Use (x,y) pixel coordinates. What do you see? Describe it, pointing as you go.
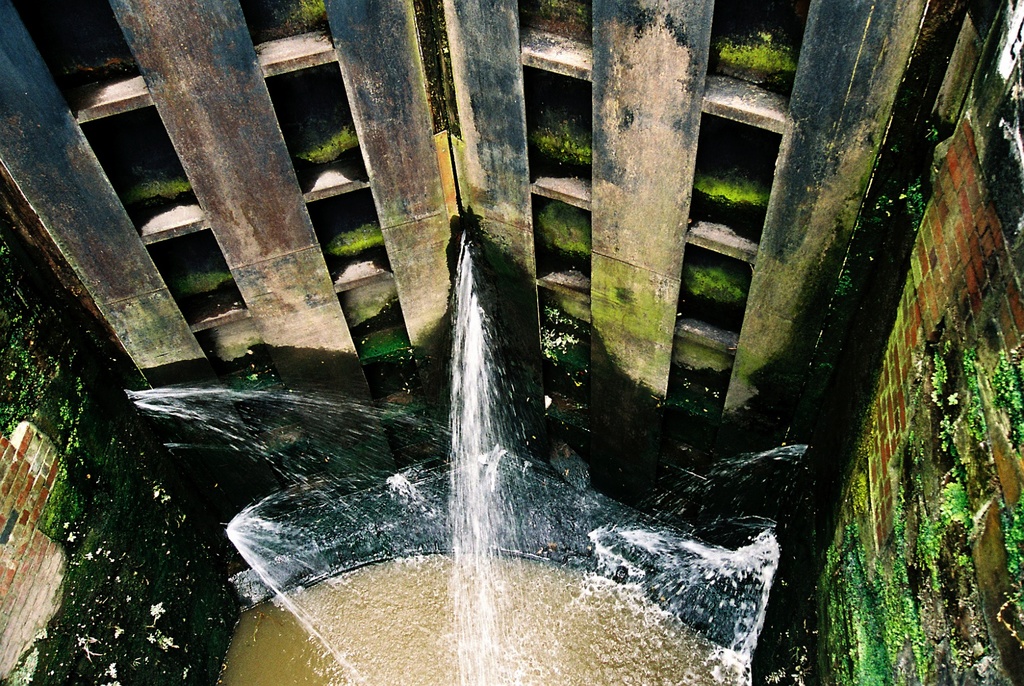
In the picture we can see walls (959,386) in the well (602,669) from the walls (999,518) we can see the water (624,647) is leaking and falling in the well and to the walls (997,675) we can see a mold (930,543) which is green in color and some part of the wall (27,544) is with bricks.
